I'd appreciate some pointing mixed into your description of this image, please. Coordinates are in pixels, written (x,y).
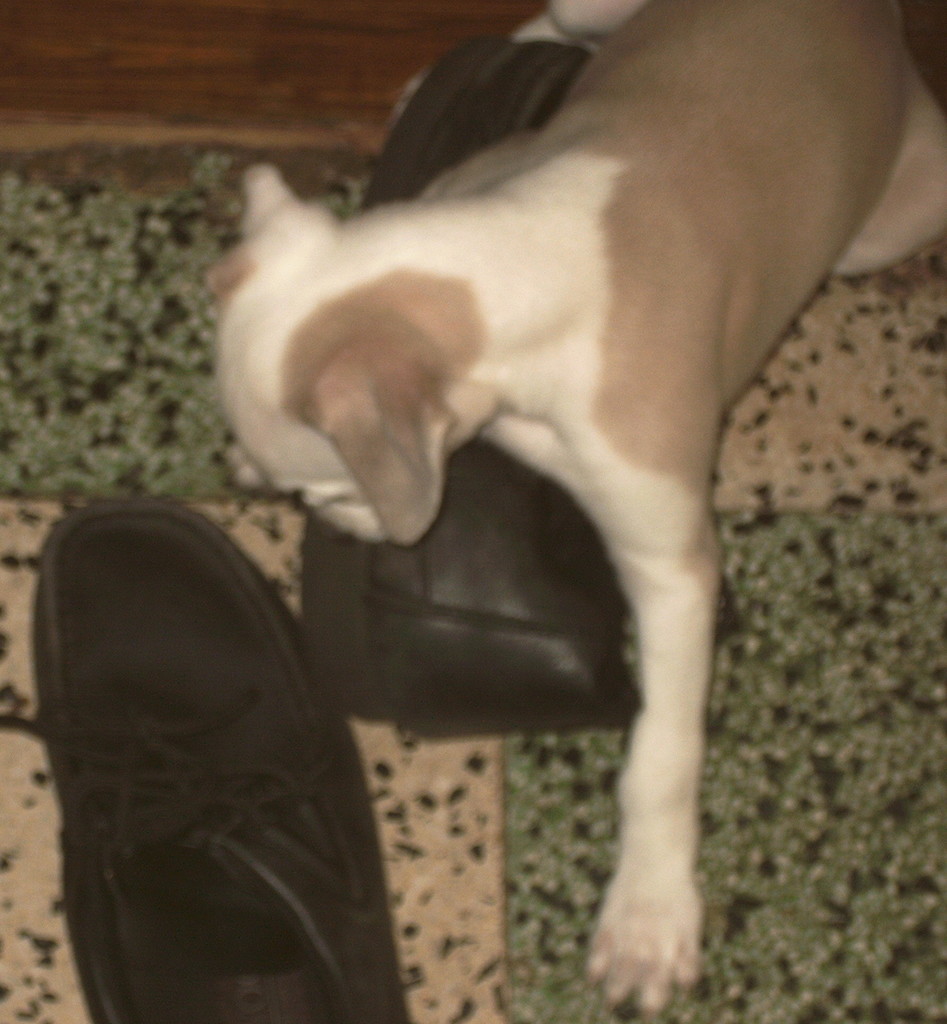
This image is taken indoors. At the bottom of the image (735,902) there is a floor (767,843). In the middle of the image (440,590) there are two shoes (194,632) and there is a dog (429,263) playing with a shoe (549,569).
